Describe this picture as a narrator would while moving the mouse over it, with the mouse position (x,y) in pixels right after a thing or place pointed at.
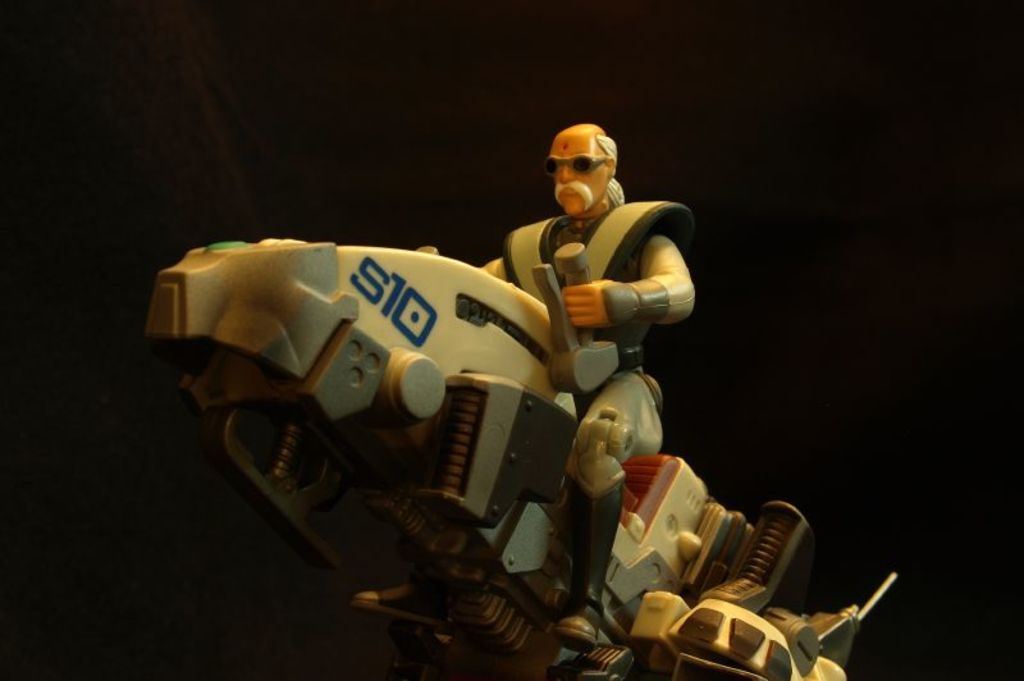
In this image in the front (395,405) there is a toy vehicle (491,454) and there is a toy man (608,300) sitting on the vehicle (537,438).
